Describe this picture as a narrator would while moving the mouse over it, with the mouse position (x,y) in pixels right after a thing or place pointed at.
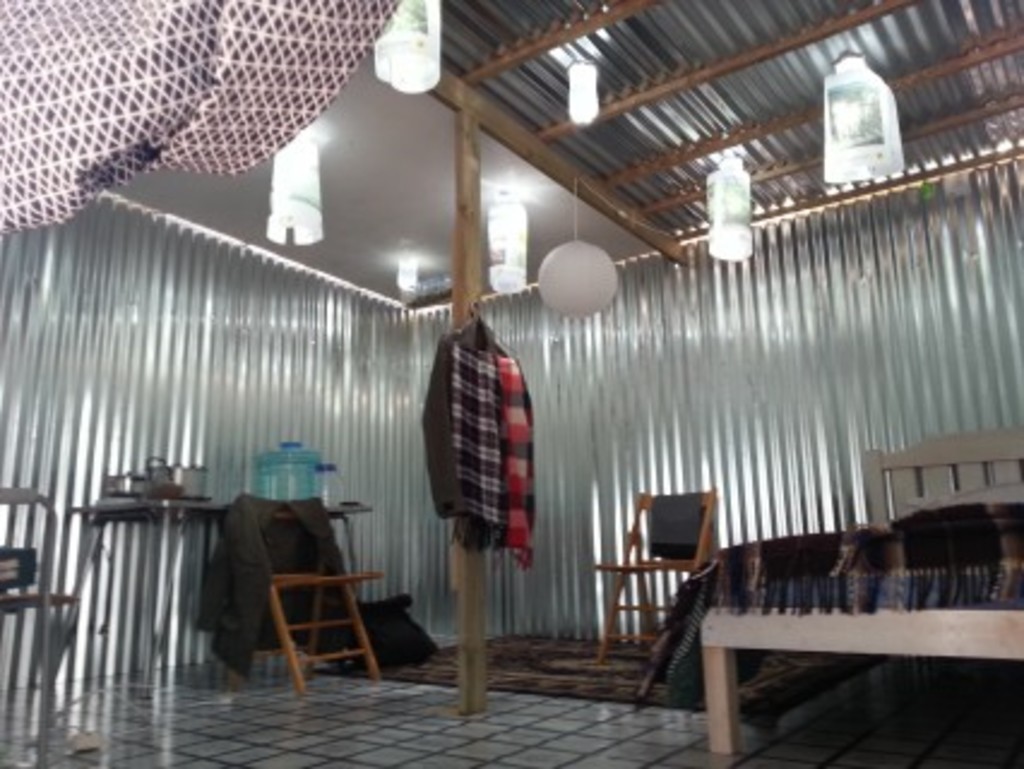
In this picture we can see a bed (810,628) on the right side (828,606), there is a chair (672,547) here, we can see some clothes (472,500) here, at the bottom (588,653) there is mat (596,677), we can see lights (716,236) here, in the background (687,167) there are some sheets (721,401).
